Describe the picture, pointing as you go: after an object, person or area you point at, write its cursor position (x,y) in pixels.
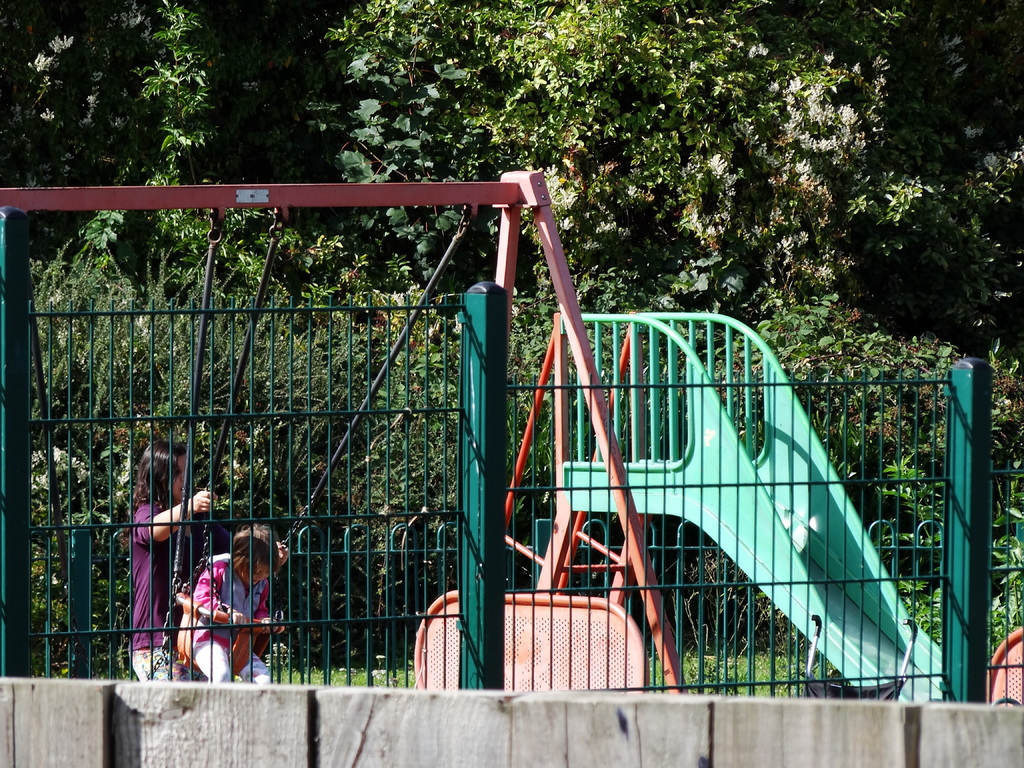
In this image, we can see a fencing (478,610). Two childrens (139,580) are playing swing (220,612). Here there is a slider (768,526). Background (106,487) there are few plants (741,642), grass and trees (422,289).
